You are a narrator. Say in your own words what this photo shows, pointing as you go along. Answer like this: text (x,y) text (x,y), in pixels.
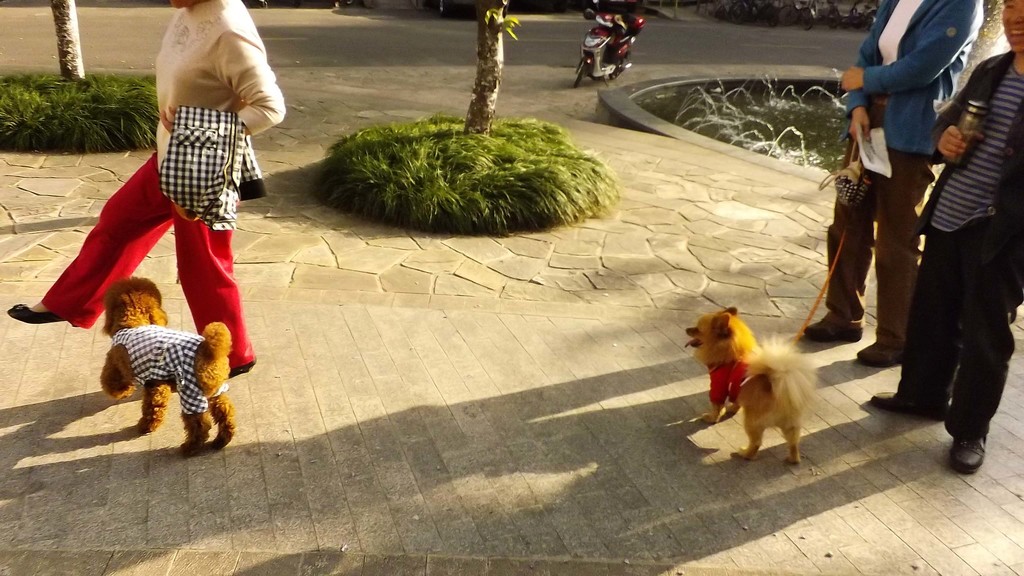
In this image there are two people (897,217) standing on the floor (885,379), on the right side (903,353). Behind them there is a fountain (757,123). There is a person (158,206) on the left side (174,191) who is walking on the floor (45,353). Beside the person (161,227) there is a dog (138,332). In the middle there is a tree (485,87). At the bottom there is grass (441,168). At the top (602,49) there is a bike (602,58) which is parked on the road (837,54). There is a person (863,100) on the right side (872,120) who is holding the dog (750,357) with the belt (838,256).
